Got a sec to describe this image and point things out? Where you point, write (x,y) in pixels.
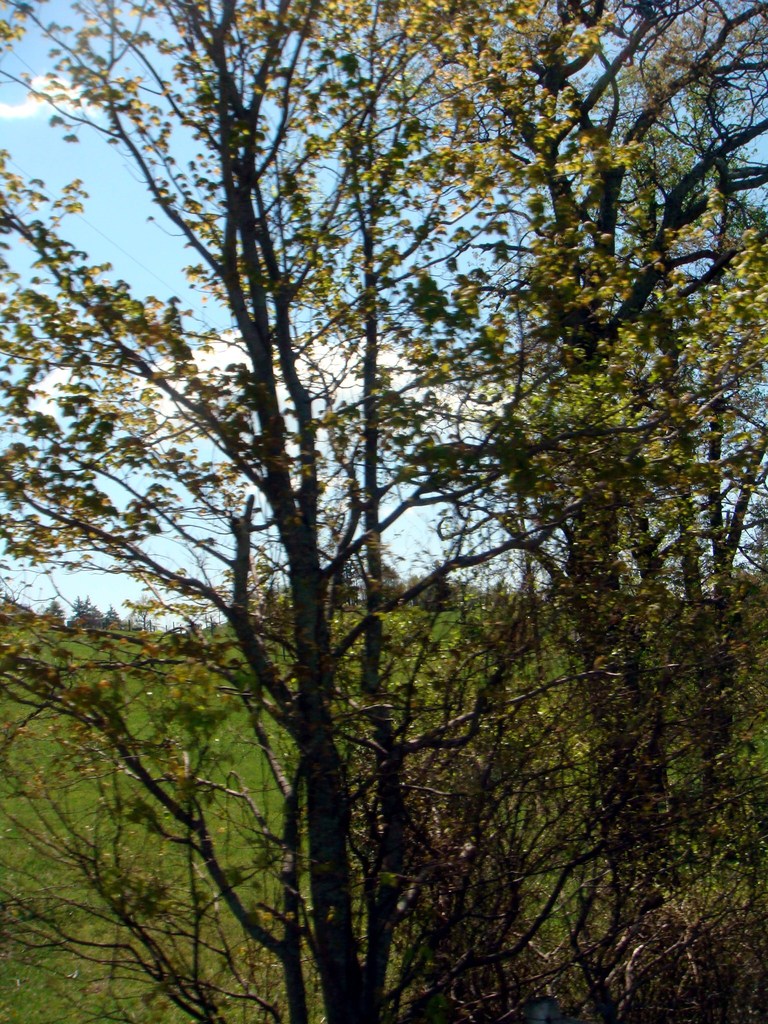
In this image there are some trees (375,646) as we can see in middle of this image (393,555) and there is a sky (219,300) in the background (219,300).
